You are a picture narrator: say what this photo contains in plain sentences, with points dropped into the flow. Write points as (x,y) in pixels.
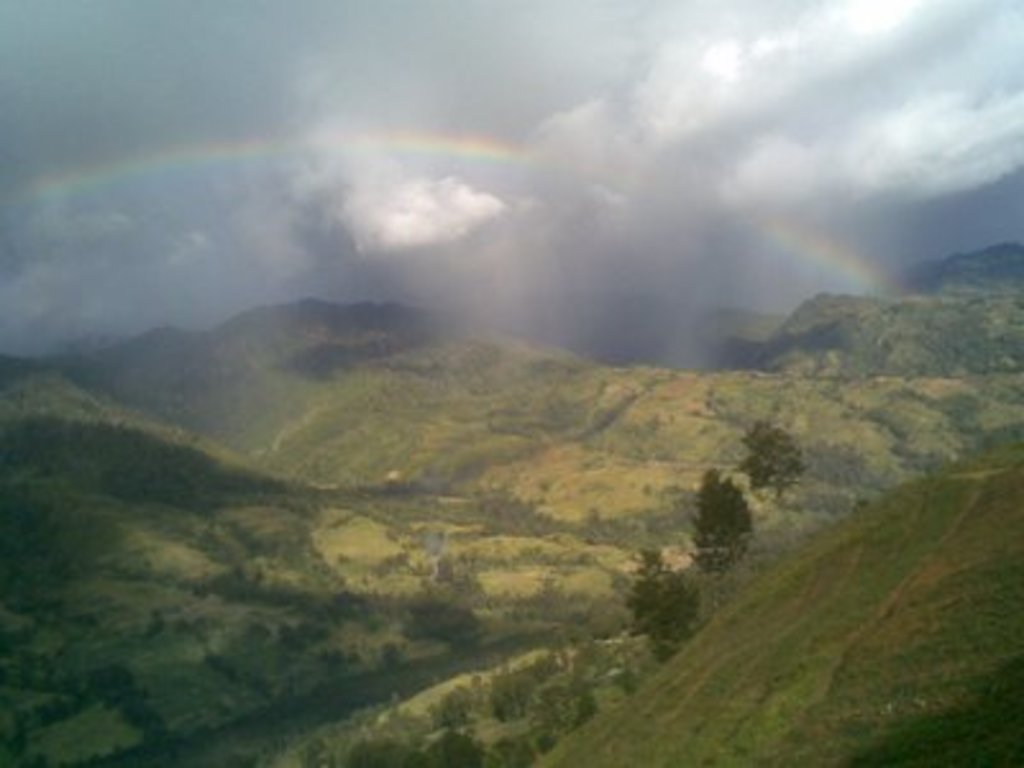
In this image, trees (530,739), grass (860,747), mountains (672,522). Background (246,207) there is a cloudy sky (554,251) and rainbow (126,176).
